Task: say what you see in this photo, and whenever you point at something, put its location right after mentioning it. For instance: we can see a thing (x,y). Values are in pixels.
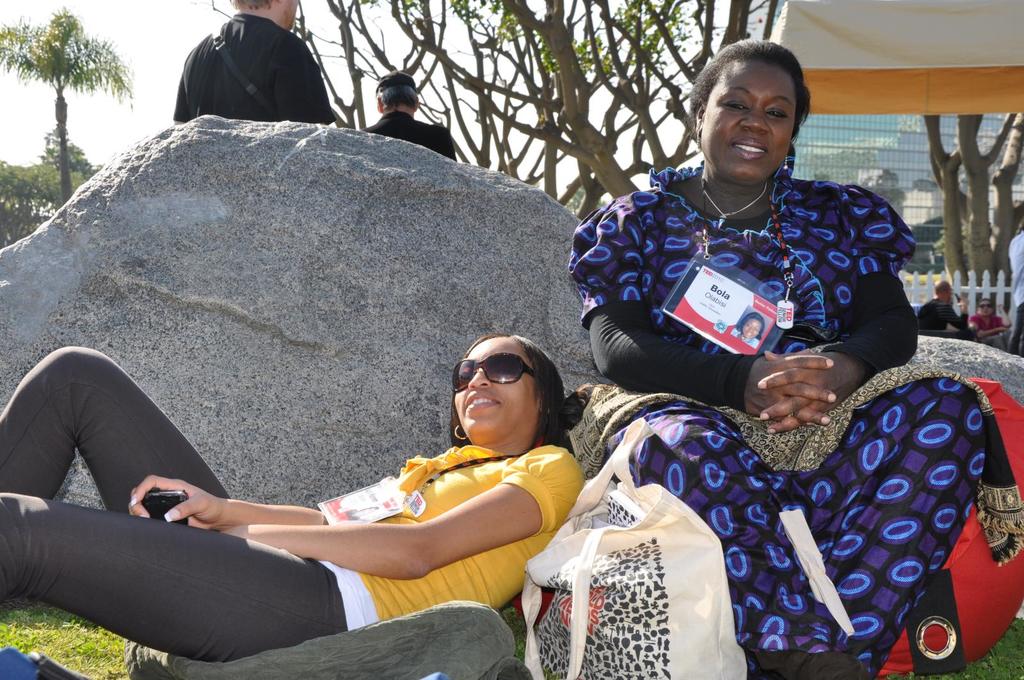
In this picture we can see a woman (737,258) sitting on an object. On the left side of the woman (723,468), there is another woman (317,564) lying on the grass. At the bottom of the image (676,533), there are some objects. Behind the women (668,392), there are rocks (350,272), people (329,109), trees (498,76) and the sky (447,44). On the right side of the image (975,272), there is a building (905,178) and a picket fence (955,292).
